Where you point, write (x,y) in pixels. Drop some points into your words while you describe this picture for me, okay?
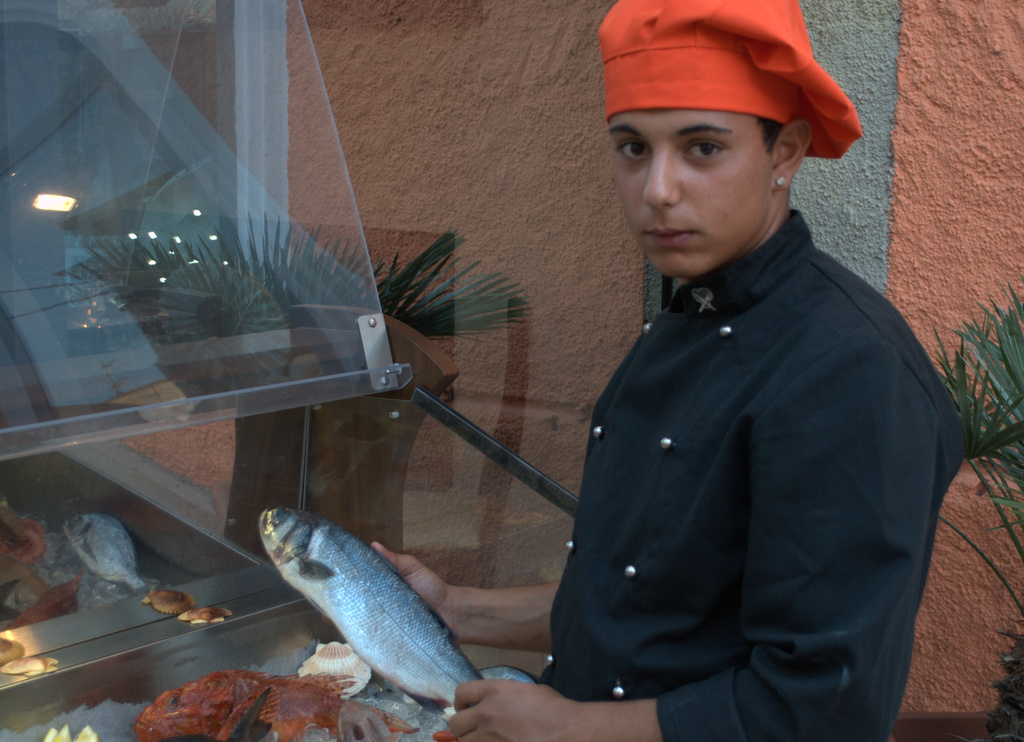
On the right side of the image (815,376) we can see a person (721,422) is standing and wearing a cap (734,97) and holding a fish (385,597). On the left side of the image (149,390) we can see a container (172,561), in that we can see an ice cubes (53,557), fishes (75,580). In the background of the image (215,427) we can see the plants (983,392) and wall (563,127).
